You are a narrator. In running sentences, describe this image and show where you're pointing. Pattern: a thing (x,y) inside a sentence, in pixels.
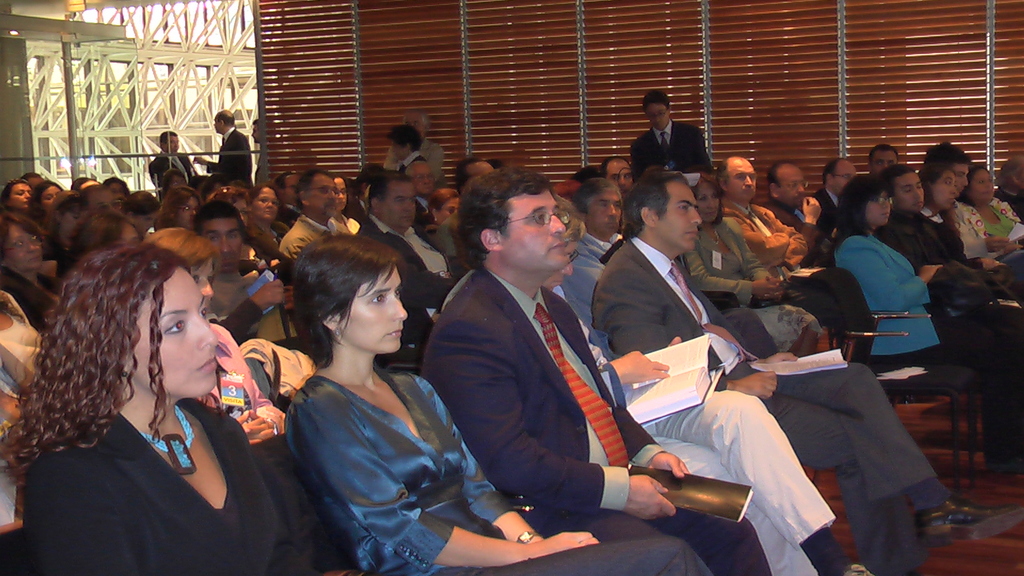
In the foreground (390,552), I can see a group of people (427,328) are sitting on the chairs (956,377) and are holding some objects (651,472) in their hand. In the background (154,133), I can see metal rods (255,115), pillar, fence (283,148) and some objects (760,102). This image is taken, maybe in a hall (347,167).
